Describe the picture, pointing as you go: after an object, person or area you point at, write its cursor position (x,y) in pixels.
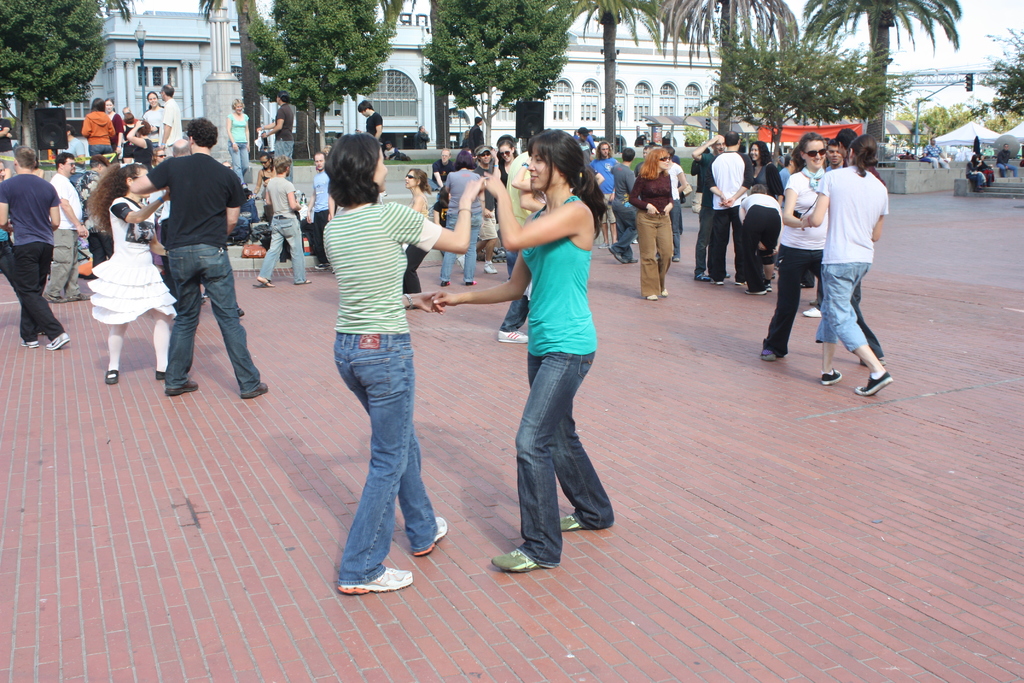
In this picture we can see some people (539,444) are dancing. And even we can see some people (928,150) are sitting here. And in the background (283,90) there is a building (661,81), these are the trees (832,84). And this is the sky (982,40).
